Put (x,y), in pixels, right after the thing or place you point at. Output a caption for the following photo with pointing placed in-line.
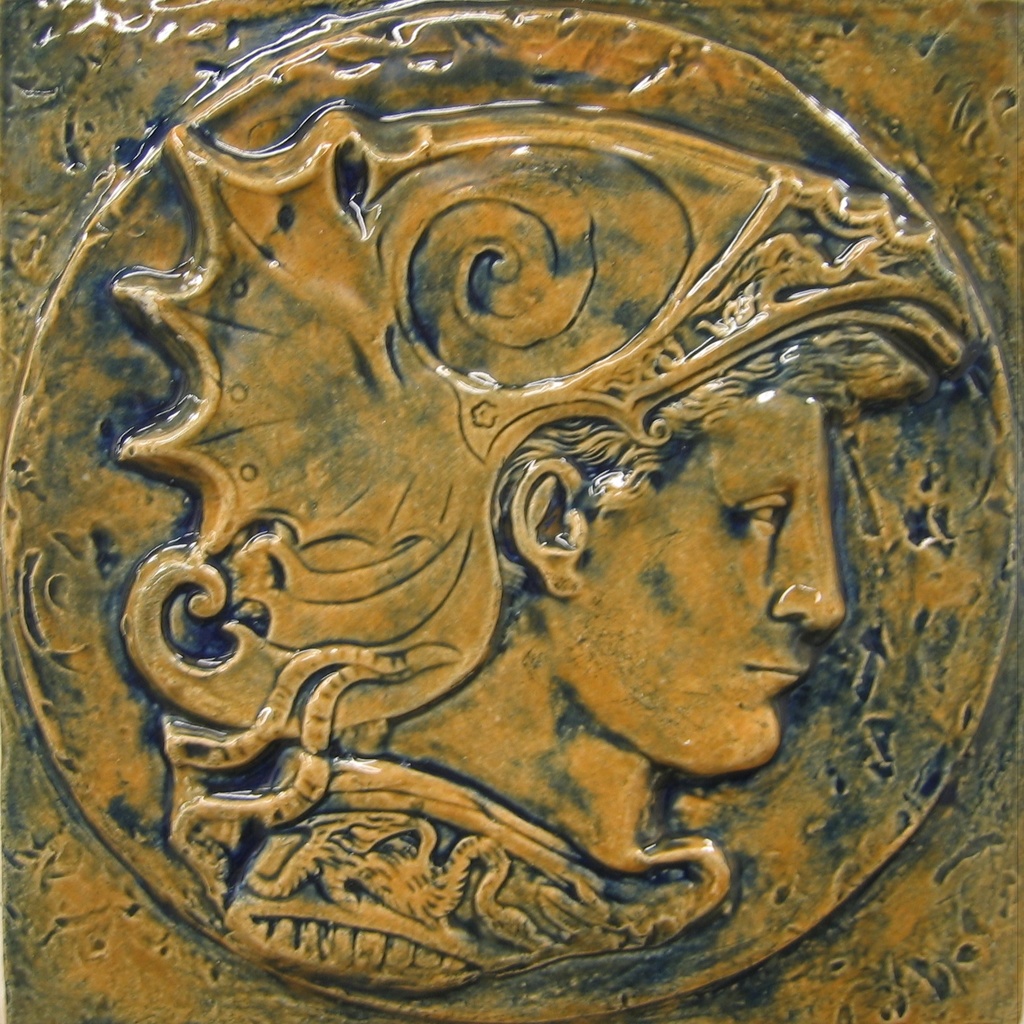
In the image in the center (596,582), we can see carving (552,560) on the wall (601,364), in which we can see the human face (650,529).
